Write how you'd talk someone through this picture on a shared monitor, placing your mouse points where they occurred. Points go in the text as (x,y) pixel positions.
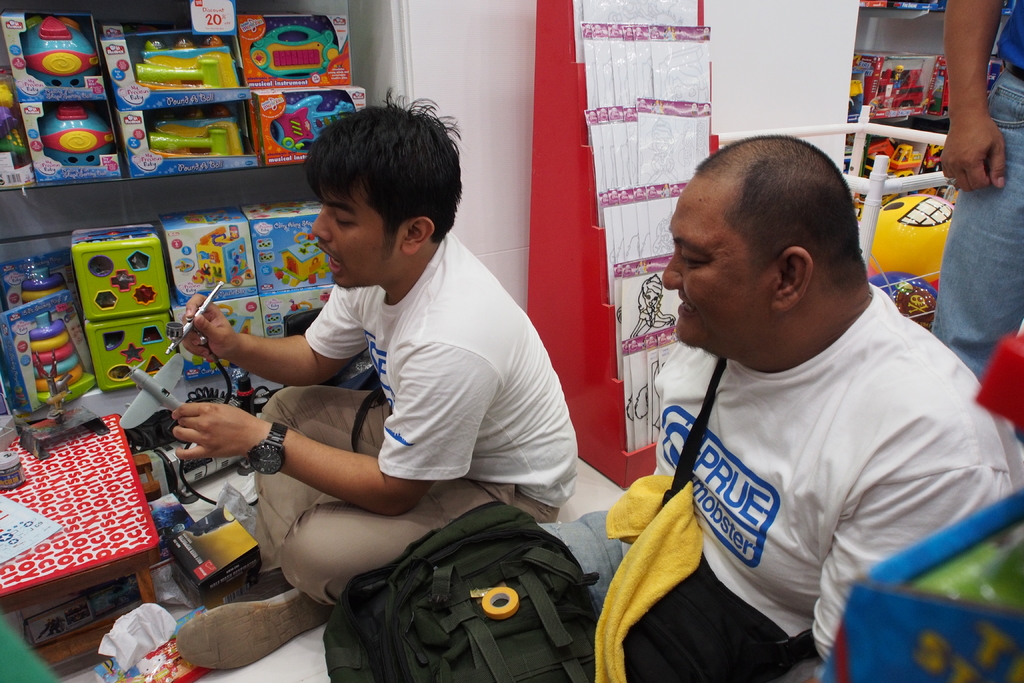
Here in this picture we can see two men (470,406) sitting over a place and the person (741,483) on the right side (809,445) is smiling and in front of him we can see a bag (509,583) present and the person (408,362) on the left side (278,427) is holding toy (169,407) and speaking something about it and in front him we can see a table (87,475), on which we can see somethings (56,432) present and beside him we can see racks (153,3) with number of toys (39,345) present in it and on the right side (980,180) we can see another person (1010,40) standing and behind him we can see some balloons (884,204) and some toys (857,206) also present over there.
